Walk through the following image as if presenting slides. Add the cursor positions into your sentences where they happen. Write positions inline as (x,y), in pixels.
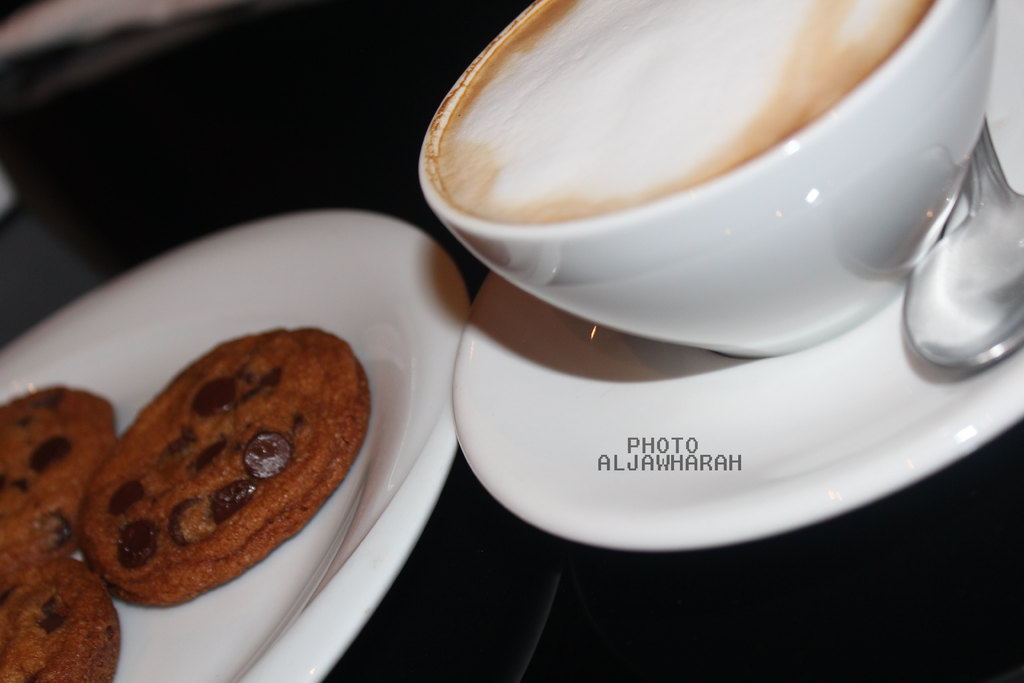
In this image there are cookies (138,594) on the plate (313,285). And there is a cup (678,270) and saucer (480,293) and a spoon (924,267).
